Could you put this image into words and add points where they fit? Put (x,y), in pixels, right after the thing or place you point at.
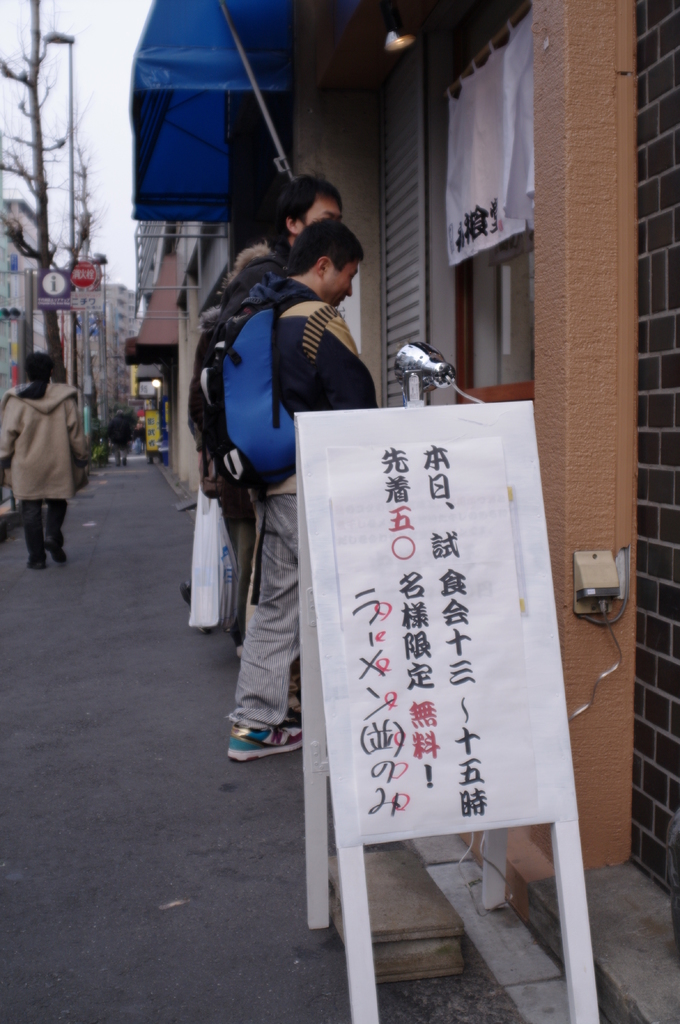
In the foreground of this picture (396,598), we see a board (424,676) outside on road (184,872). Behind board (323,528), we see two persons (344,381) with backpacks (229,319). On right (563,225) we see buildings (360,235). On left (76,419), there is person (46,417) walking on road (98,524) and in the background (52,233), we see a tree (51,218), buildings (122,317) and the sky (97,132).
